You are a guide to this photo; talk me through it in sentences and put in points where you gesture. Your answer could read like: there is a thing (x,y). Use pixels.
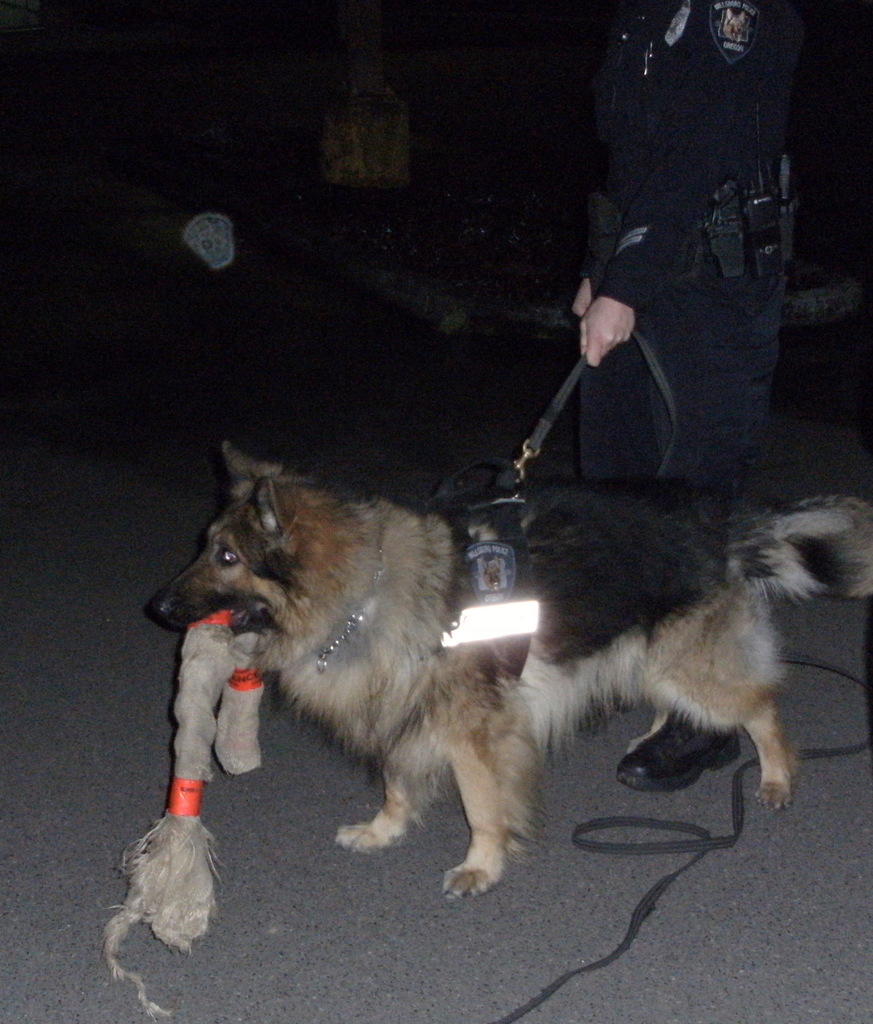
In this image we can see a dog (433,609) on the road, here is the light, here a person (648,192) is holding it.
